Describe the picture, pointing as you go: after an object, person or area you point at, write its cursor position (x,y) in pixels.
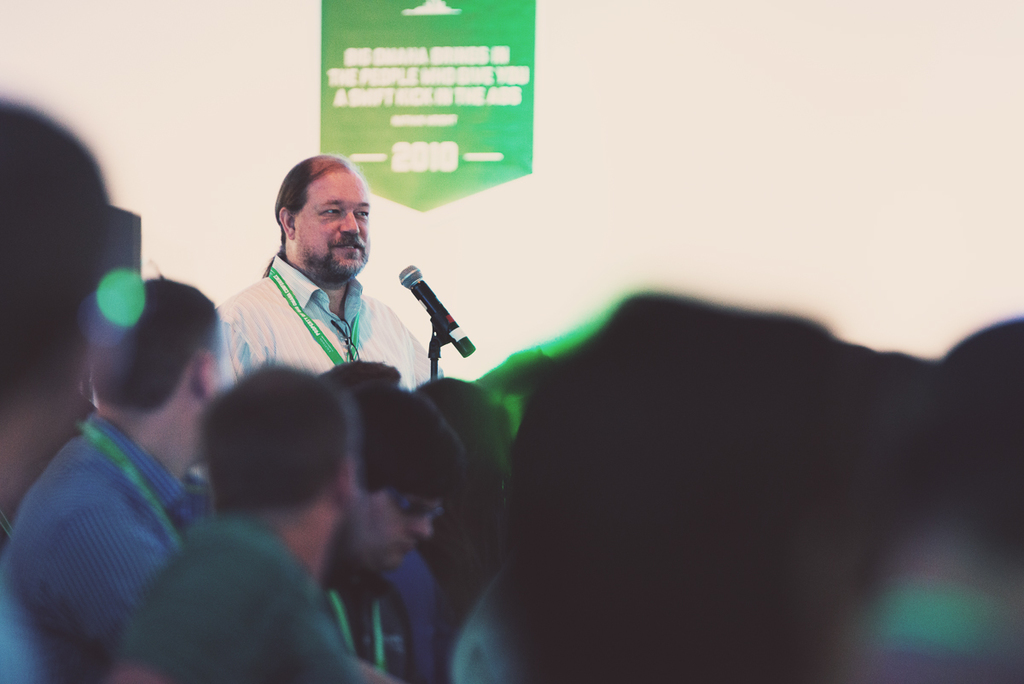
In this image I can see number of people (347,392) and I can see few of them are wearing ID cards (306,320). In the background (428,297) I can see a mic (433,291), a green colour thing (521,32) and on it I can see something is written. I can also see this image is little bit blurry.
